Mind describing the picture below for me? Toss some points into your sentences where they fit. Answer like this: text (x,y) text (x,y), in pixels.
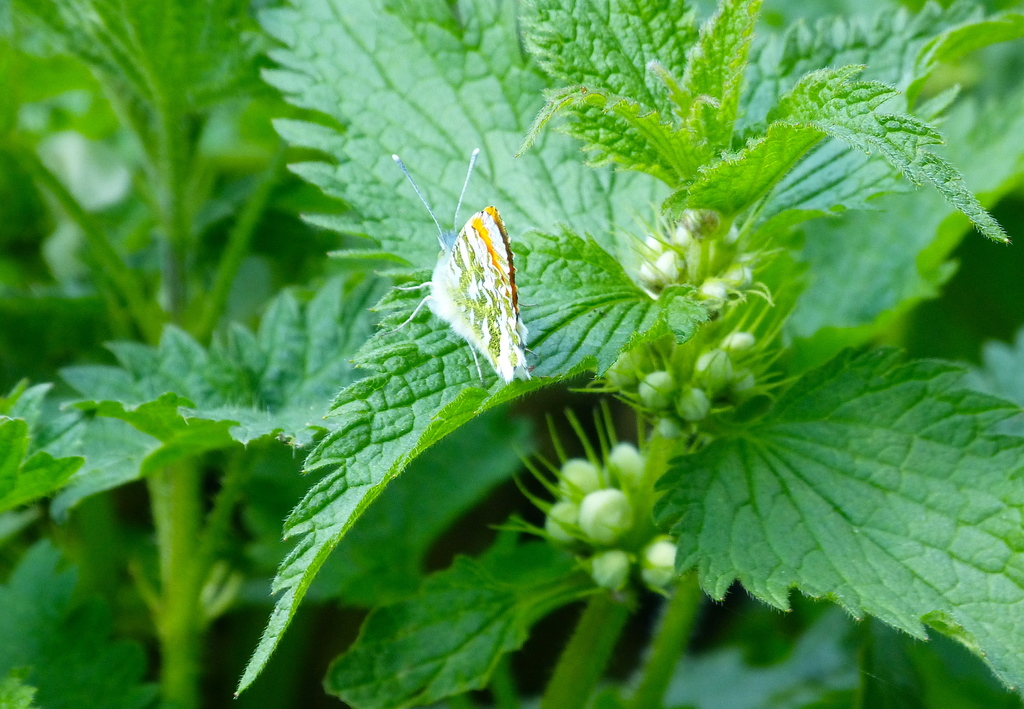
There is a butterfly (431,298) on a leaf (561,316) of a plant (653,557). It has buds (609,554).
